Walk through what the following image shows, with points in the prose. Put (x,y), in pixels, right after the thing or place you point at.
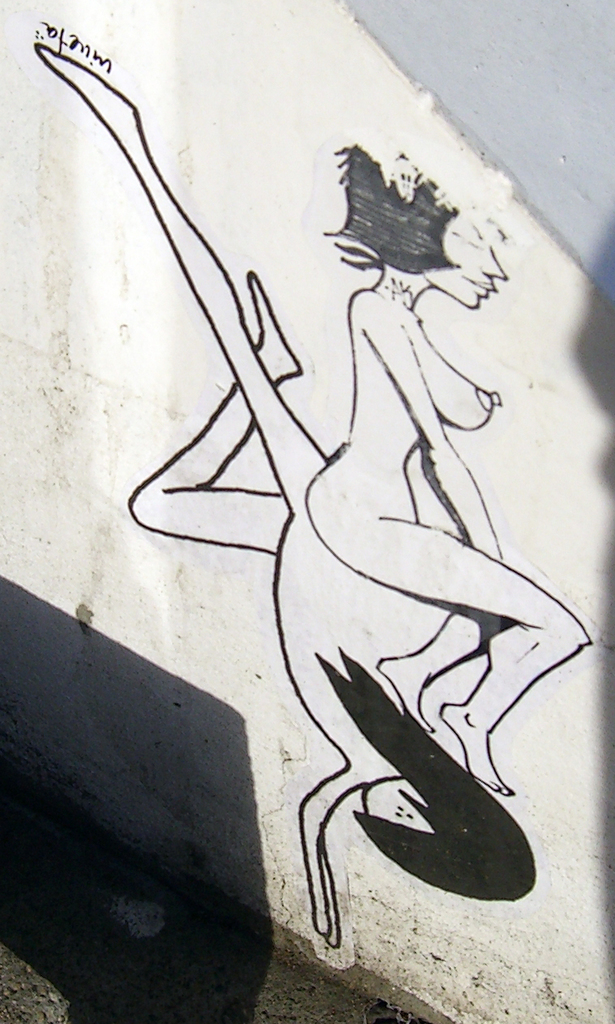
In this image there is a drawing (379,553) of two persons (392,614) on the wall (153,56), there is a text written on the wall (242,55).
